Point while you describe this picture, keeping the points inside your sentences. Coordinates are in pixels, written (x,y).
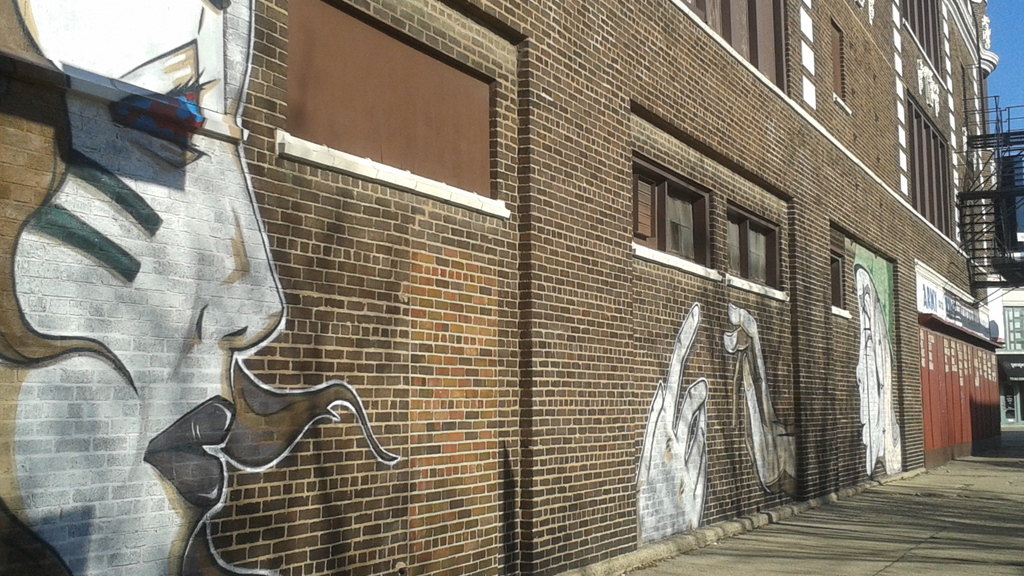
There are paintings (654,440) on this wall (565,428) and there are windows (762,254) and ventilators (742,233) to this wall (897,371). At the bottom (913,515) it is the footpath (905,539).
